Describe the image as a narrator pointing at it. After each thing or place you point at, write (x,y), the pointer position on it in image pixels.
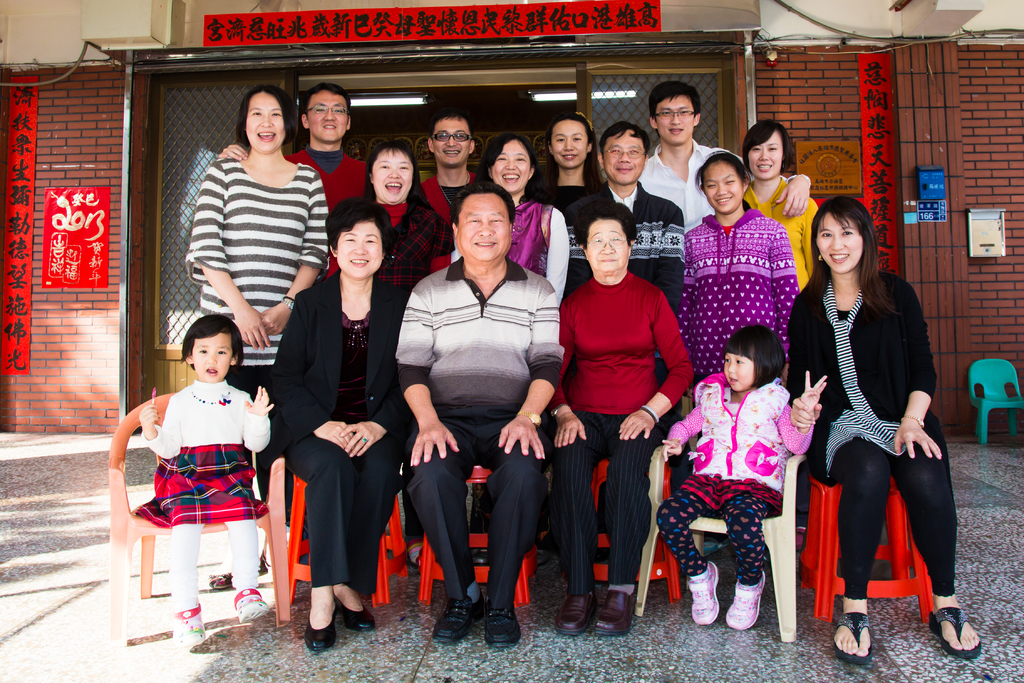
Here we can see group of people (514,392) posing to a camera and they are smiling. This is floor (756,660) and there is a chair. In the background (988,355) we can see wall (933,265), boards (837,155), glasses (182,123), and lights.
